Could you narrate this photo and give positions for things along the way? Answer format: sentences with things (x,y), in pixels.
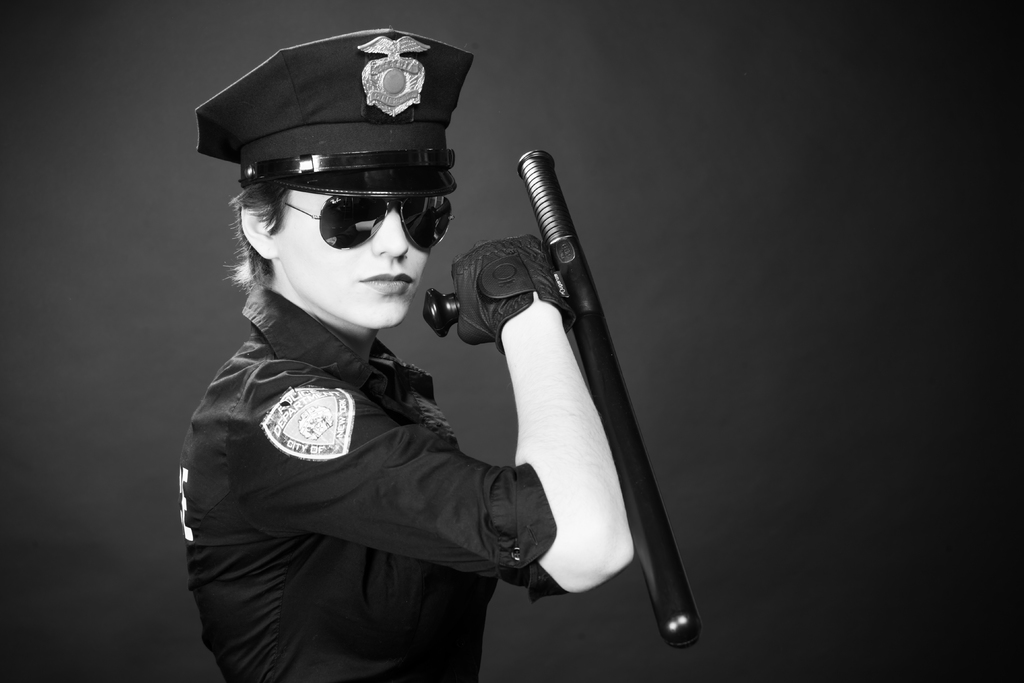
There is a girl (431,81) in a uniform (395,131) holding an object (609,407) in the foreground area of the image (560,333) and the background (671,368) is black.
